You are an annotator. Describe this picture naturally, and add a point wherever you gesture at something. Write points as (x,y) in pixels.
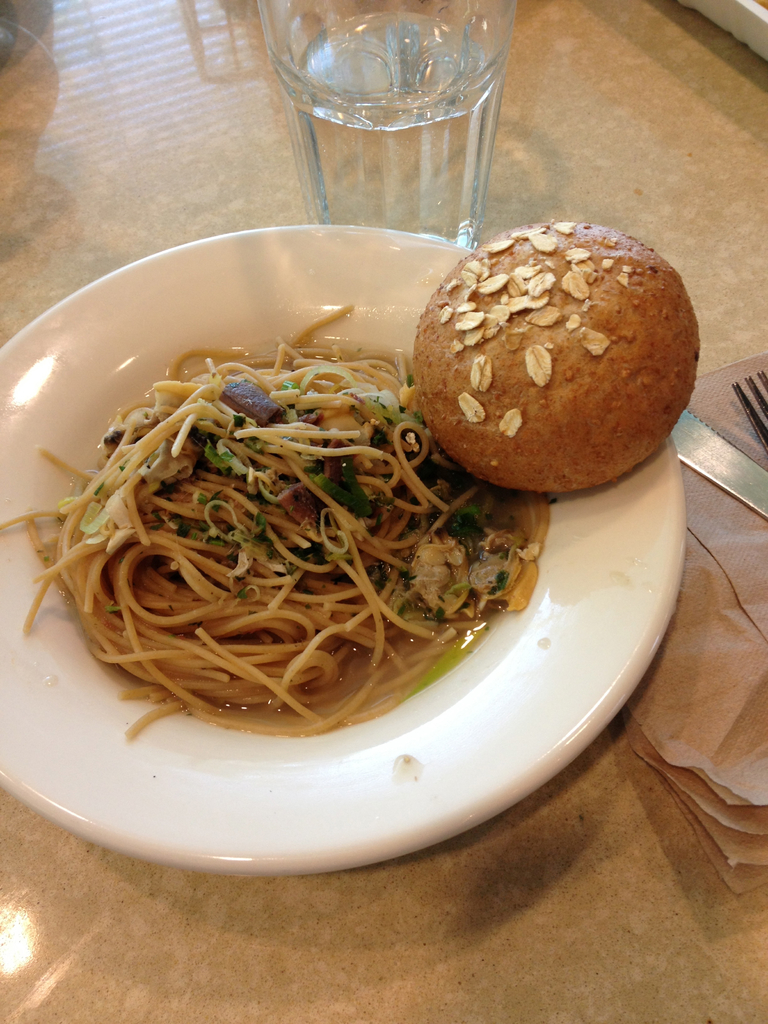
In this image we can see some food (245,579) containing noodles (310,531) and a bun (448,433) in a plate (555,563) placed on the table (577,913). We can also see a glass (397,219) of water (383,166), a fork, a knife (717,484) and some tissue papers (723,782) on the table (462,839).
